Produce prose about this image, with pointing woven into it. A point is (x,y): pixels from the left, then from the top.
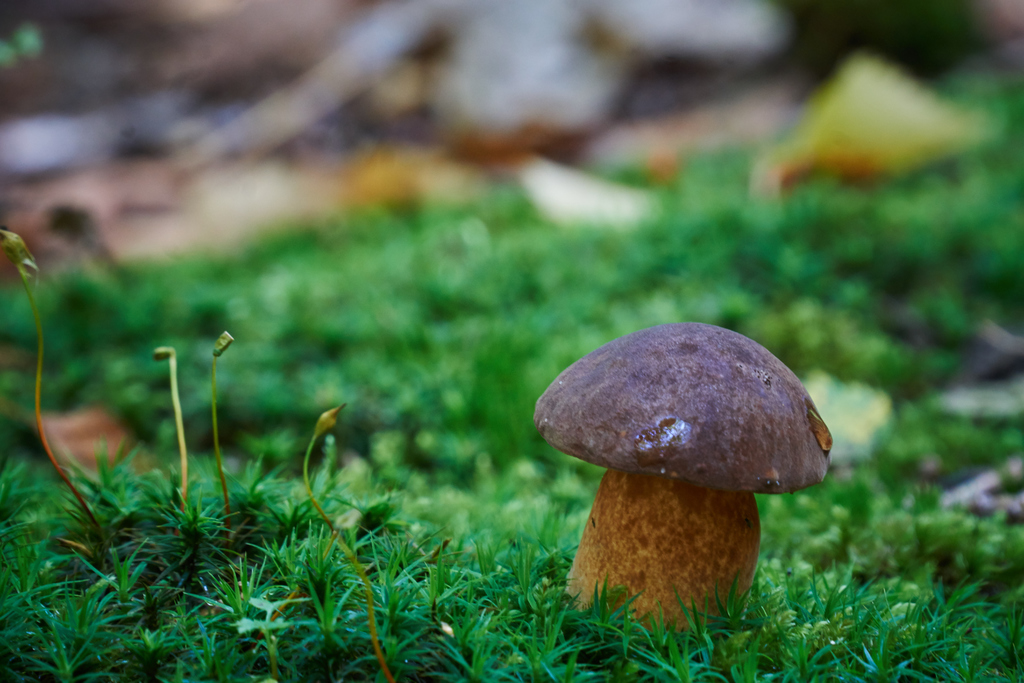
In this picture we can see a mushroom (691,534) in the grass (327,500). Background (215,293) is blurry.
